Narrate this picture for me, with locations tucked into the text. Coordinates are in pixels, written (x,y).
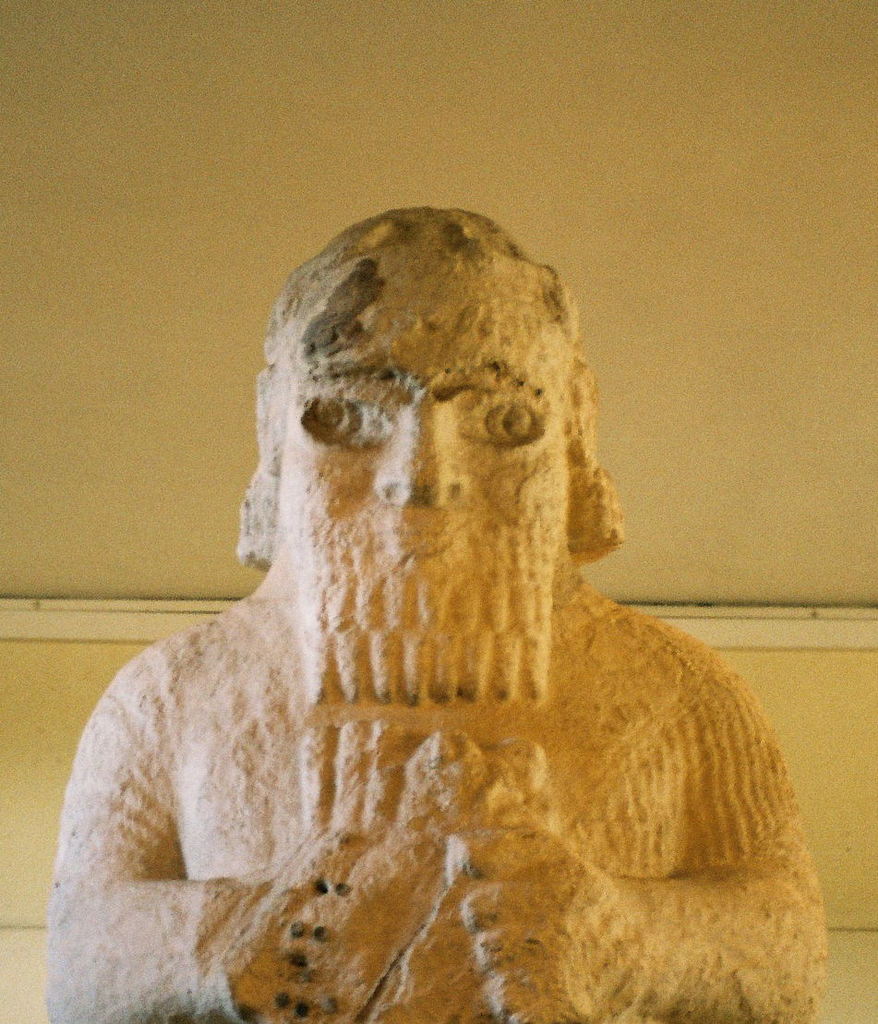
The picture consists of a statue (367,394). In the background (302,243) it is wall (533,175).
